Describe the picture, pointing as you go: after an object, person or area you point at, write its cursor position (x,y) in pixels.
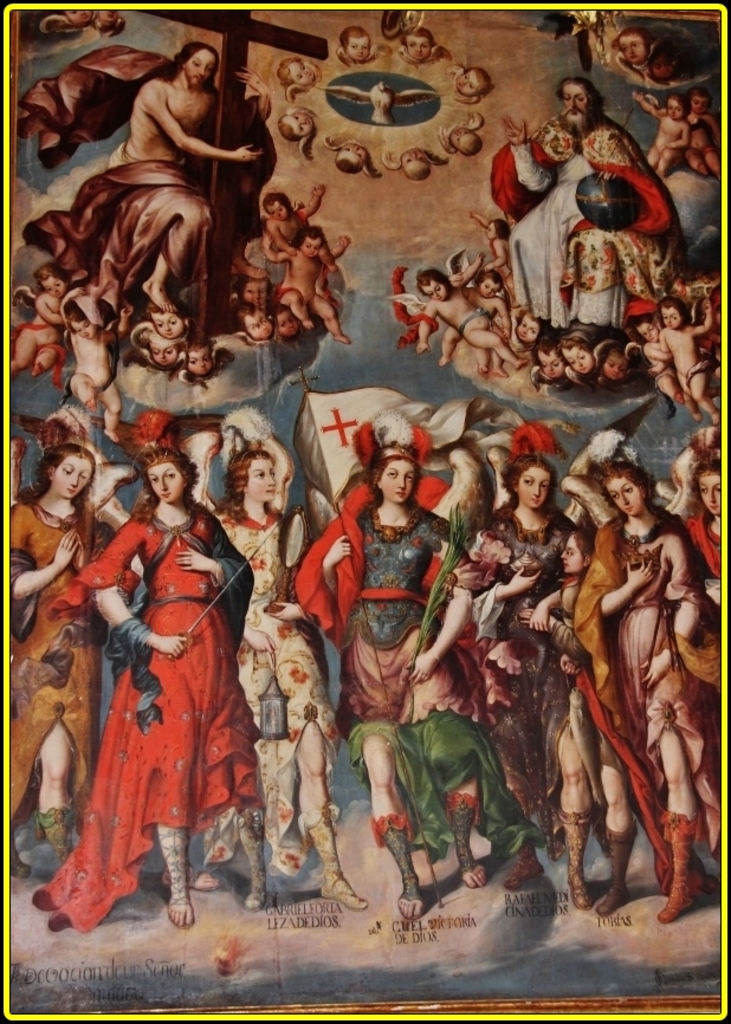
Here we can see poster (565,718), in this poster (559,212) we can see persons (567,192) and christian cross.
